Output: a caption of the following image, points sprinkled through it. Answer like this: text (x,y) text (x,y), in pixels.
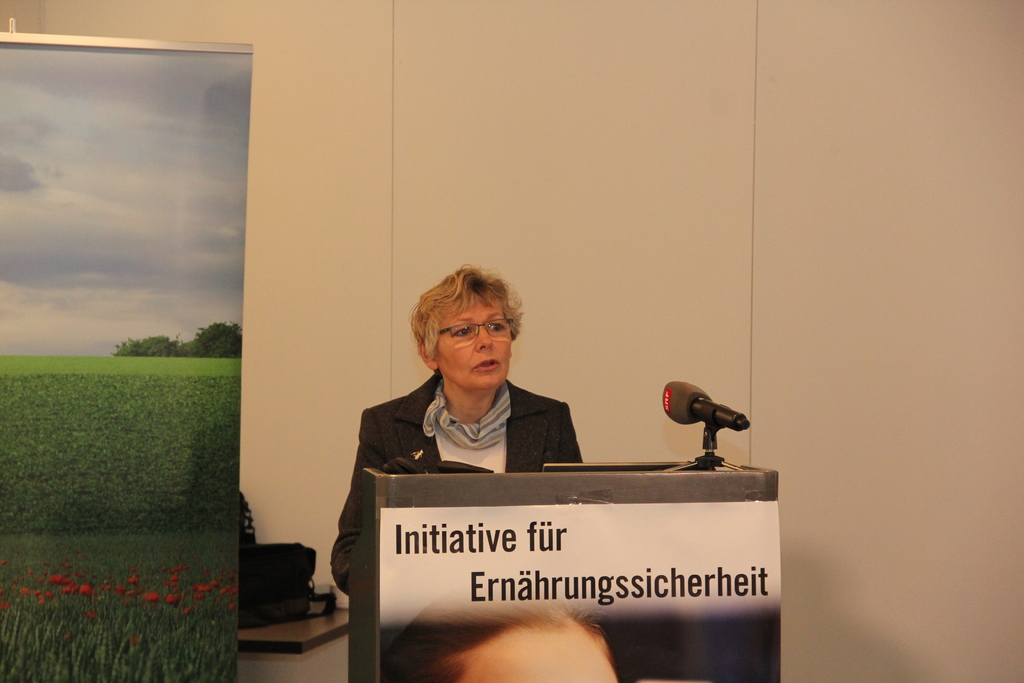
Here we can see a woman (555,430) at the podium (634,481) and there is a microphone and other objects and a poster (455,568) on the podium (455,568). On the left (92,560) there is a hoarding (81,552) and there is a bag (278,581) and other objects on a platform (292,637) and this is the wall (528,204).
